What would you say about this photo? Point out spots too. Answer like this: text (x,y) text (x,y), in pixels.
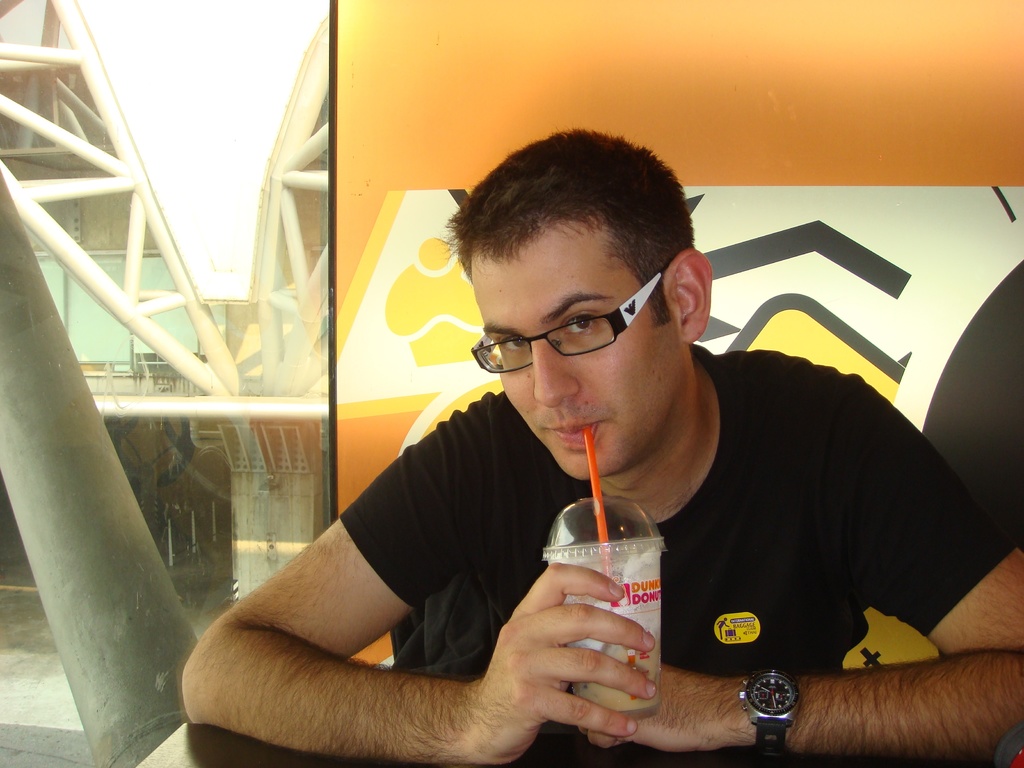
In this image we can see a man (400,598) sitting and holding disposable tumbler (586,542) in his hand (527,627). In the background (505,138) we can see wall (468,135).
